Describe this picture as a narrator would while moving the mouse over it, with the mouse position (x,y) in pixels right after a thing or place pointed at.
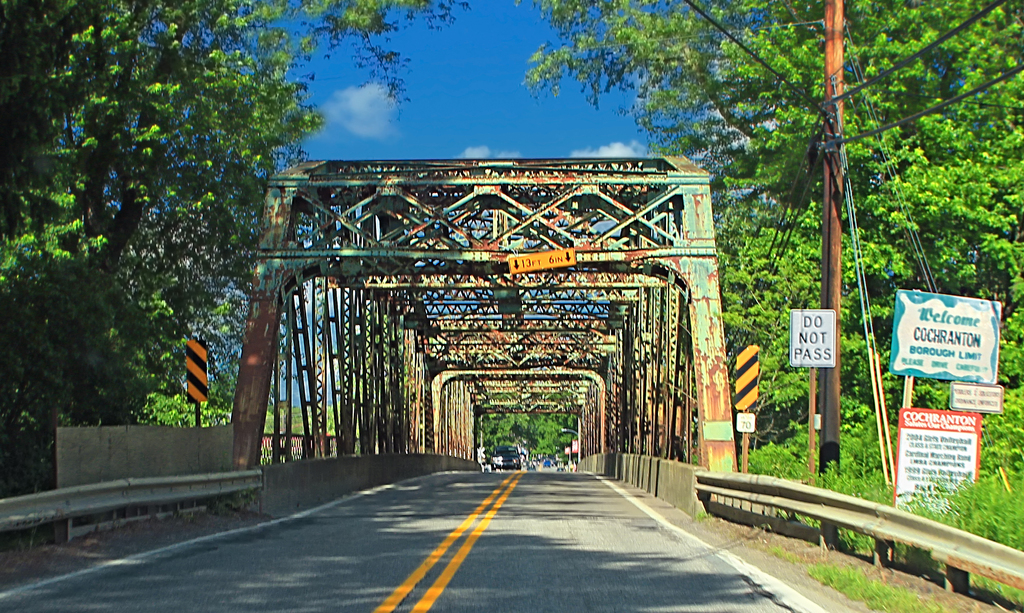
In this picture we can see a vehicle (510,462) on the road (452,520) and there is a truss (389,282). On the left (124,489) and right side of the image (802,507), there are railings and trees (123,196). On the right side of the image (796,332), there are poles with the boards (796,314) attached to it and there is an electric pole (829,171) with cables (846,161). At the top of the image (439,61), there is the sky (424,53). Behind the vehicle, there are some objects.
